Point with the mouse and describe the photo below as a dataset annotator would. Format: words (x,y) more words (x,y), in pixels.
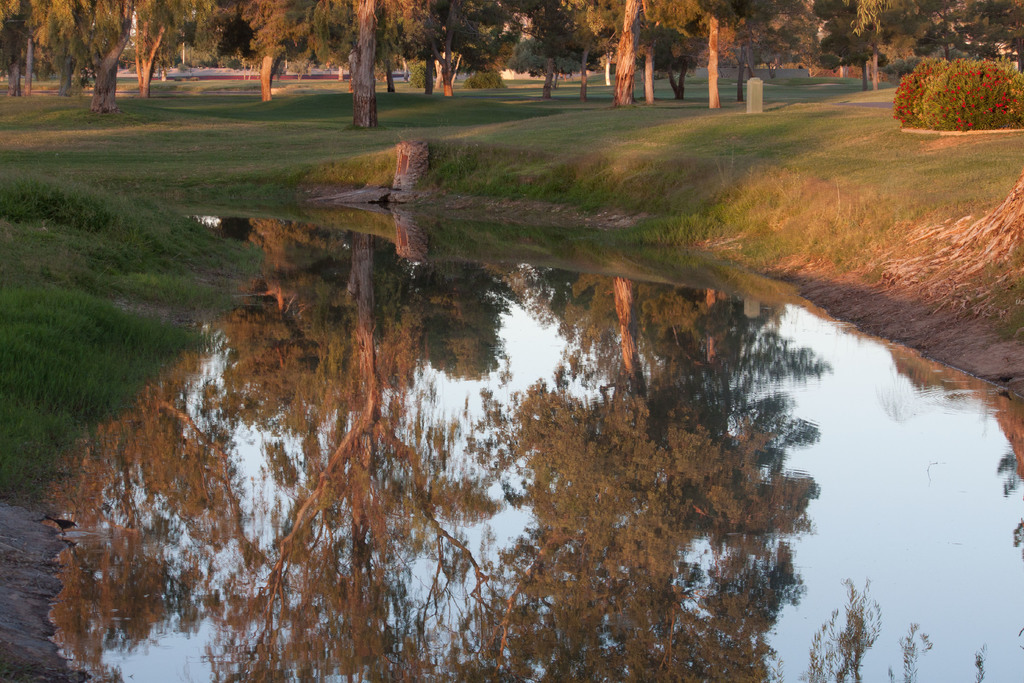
In this picture we can see water (678,510) at the bottom (724,529), in the background (262,27) there are trees (536,39), we can see grass (249,157) in the middle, on the right side (983,98) there are plants (983,98) and flowers (992,89), we can see reflection (752,363) of trees (275,26) on the water (477,428).
